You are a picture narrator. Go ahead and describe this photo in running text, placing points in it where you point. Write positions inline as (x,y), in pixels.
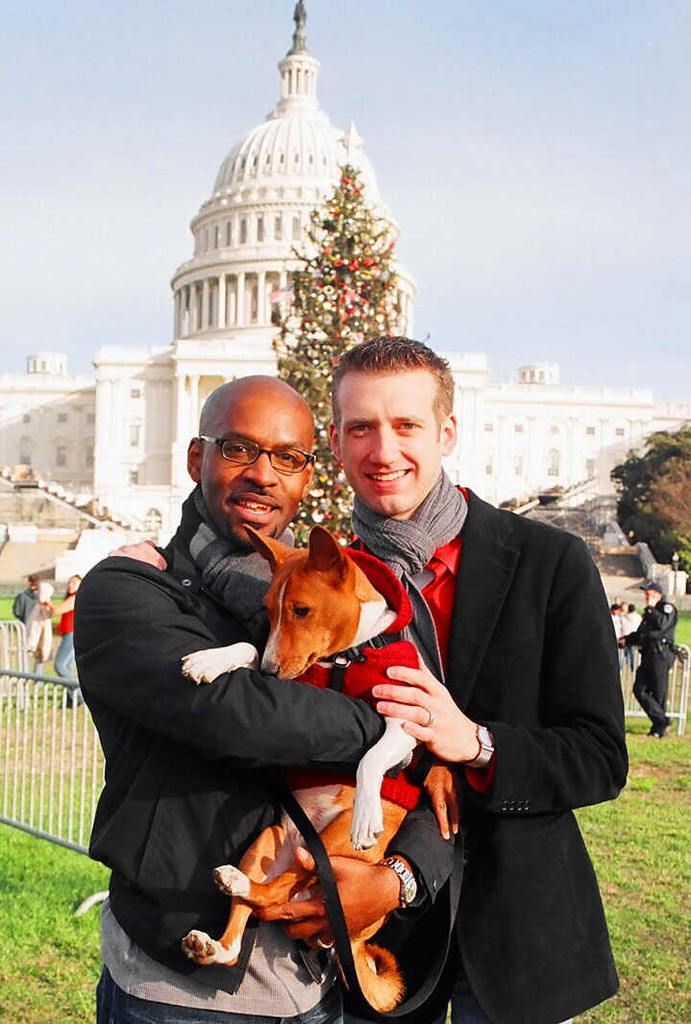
In this picture there are two men (198,594) who are holding a dog (334,663). There is a grass (37,896) on the ground (31,889). There is a woman (66,624) and a man (25,598) standing. There is a tree (317,306) and a white building (232,317). There is a man (653,645) standing at the background (666,641). Sky (197,160) is blue in color.
